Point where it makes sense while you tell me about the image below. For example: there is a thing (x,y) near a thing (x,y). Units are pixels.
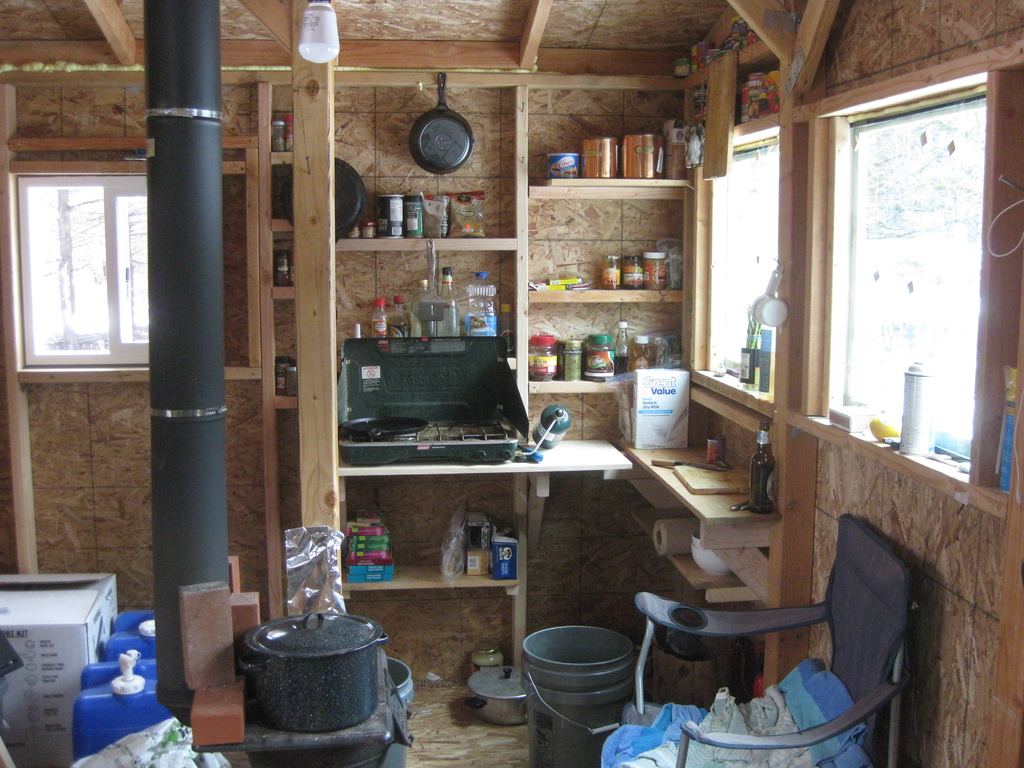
In this image we can see a inside view of a room (676,442). In the middle of the image (358,427) we can see group of vessels (272,649), buckets (554,688), containers (110,646) a chair (640,707) placed on the floor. In the background (754,209), we can see window (772,207), light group of trees (62,240).
